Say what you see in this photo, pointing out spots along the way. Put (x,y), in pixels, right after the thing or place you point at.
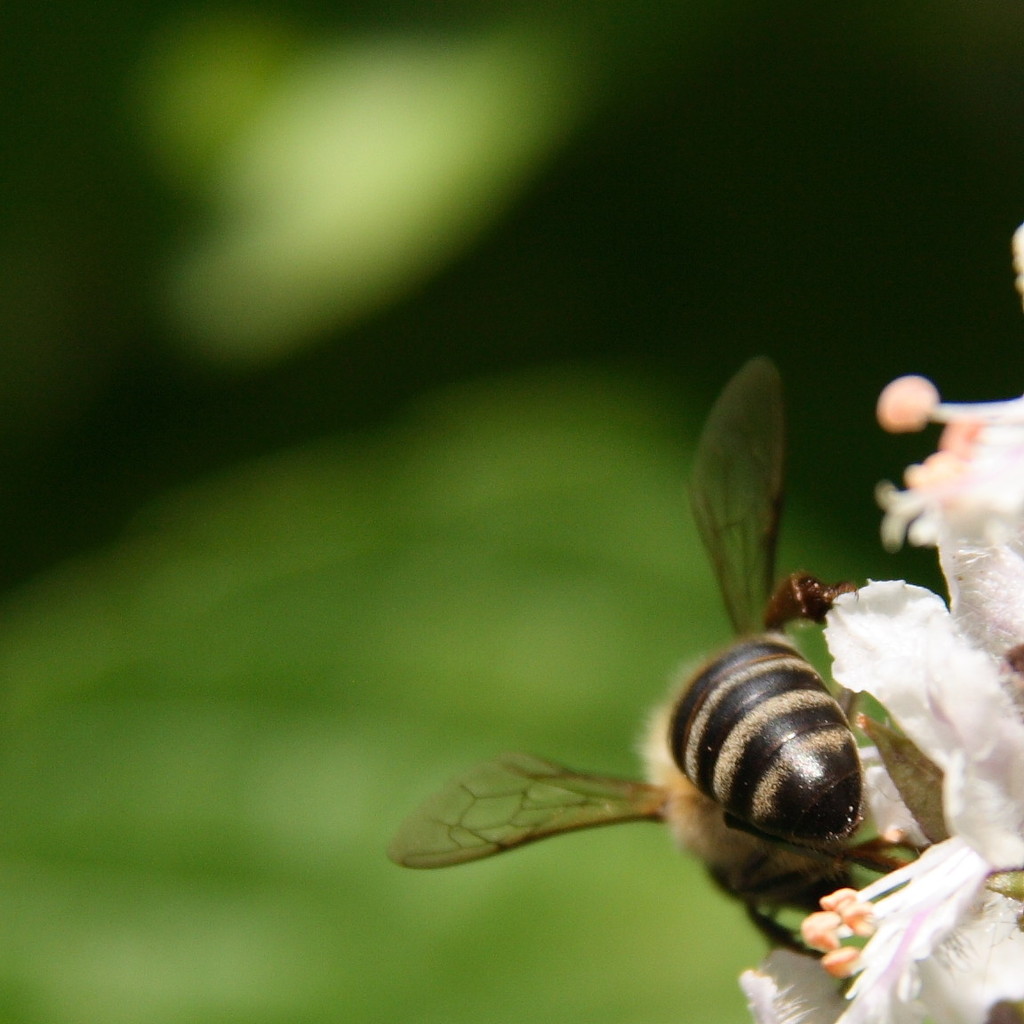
In this picture I can see an insect (801,783) on flower (982,846). The background of the image (385,272) is blur.
